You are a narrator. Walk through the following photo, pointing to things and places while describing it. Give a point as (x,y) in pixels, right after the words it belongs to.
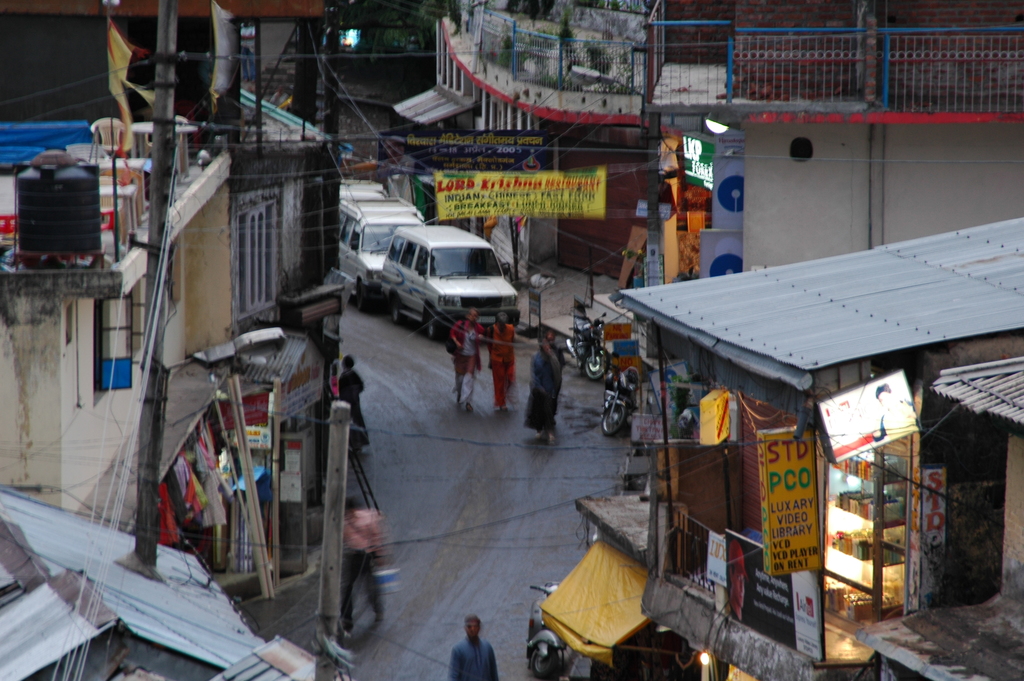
This image is taken outdoors. At the bottom of the image (470,588) there is a road (457,449) and a few people (497,374) are walking on the road (422,398). In the middle of the image (452,267) a few cars (399,232) and bikes (581,328) are parked on the road (581,395). In this image there are a few buildings (804,290) and houses (674,517) with walls (30,459), windows (130,346), doors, roofs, railings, balconies (632,88) and stairs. In this image there are a few boards (634,344) with text (579,180) on them.
